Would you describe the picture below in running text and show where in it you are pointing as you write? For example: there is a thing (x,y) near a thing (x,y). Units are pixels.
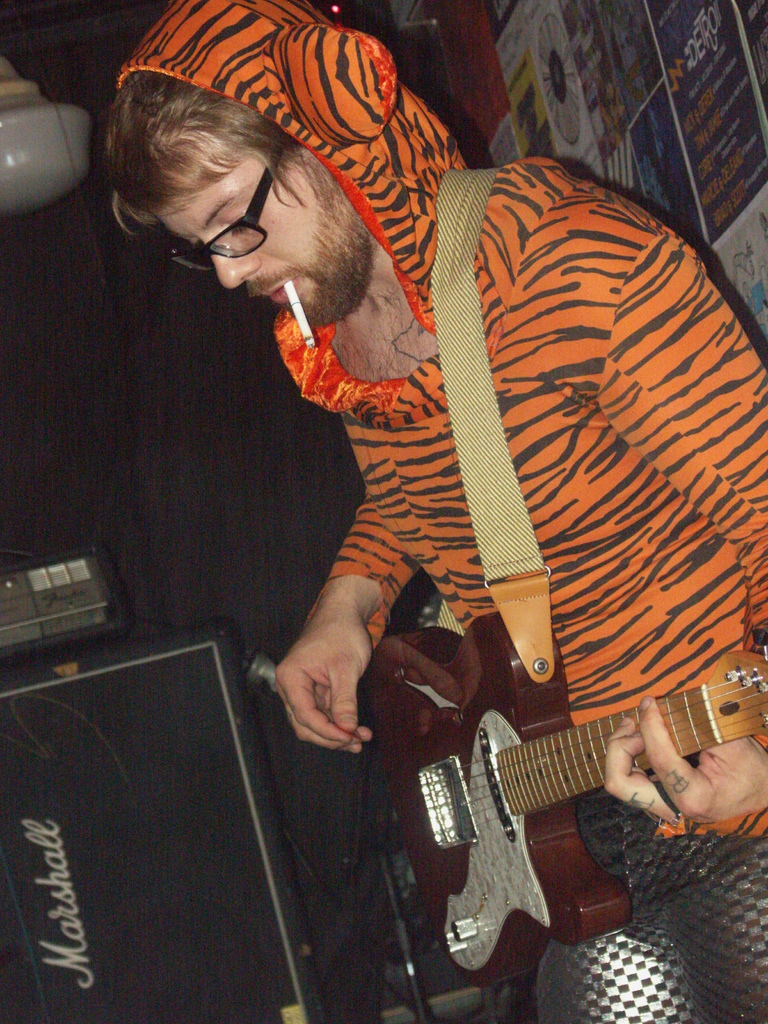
In the given image we can see a person (606,468) holding a guitar (449,760) and he is wearing spectacle (245,220). This is a cigarette (294,306).
